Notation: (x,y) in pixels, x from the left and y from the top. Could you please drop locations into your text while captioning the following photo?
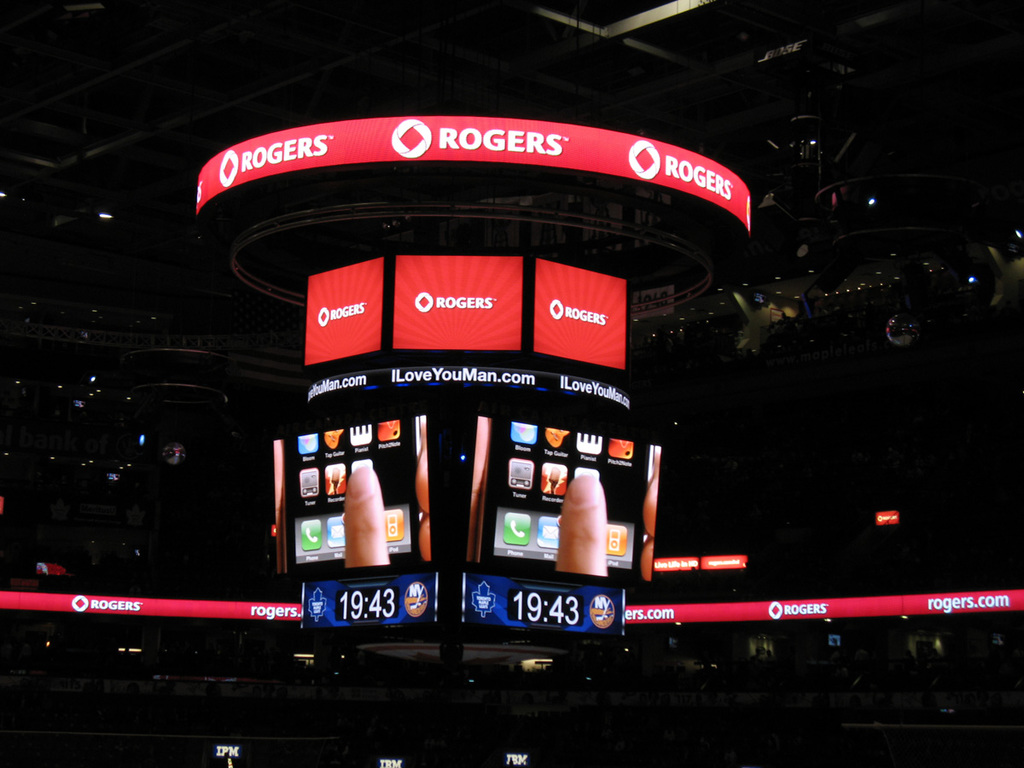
In this picture I can see a stadium (915,442), there are screens (780,611), focus lights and there are some objects (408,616).
